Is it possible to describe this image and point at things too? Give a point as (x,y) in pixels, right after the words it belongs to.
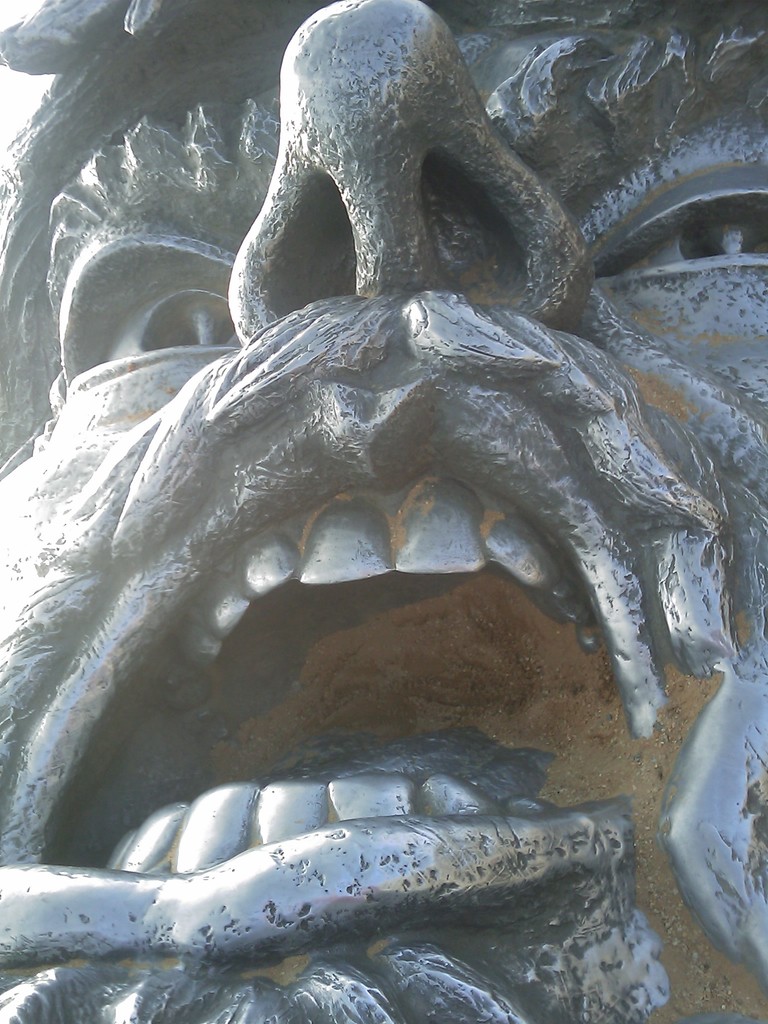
In the center of the image (397,634), we can see a sculpture (301,867).
